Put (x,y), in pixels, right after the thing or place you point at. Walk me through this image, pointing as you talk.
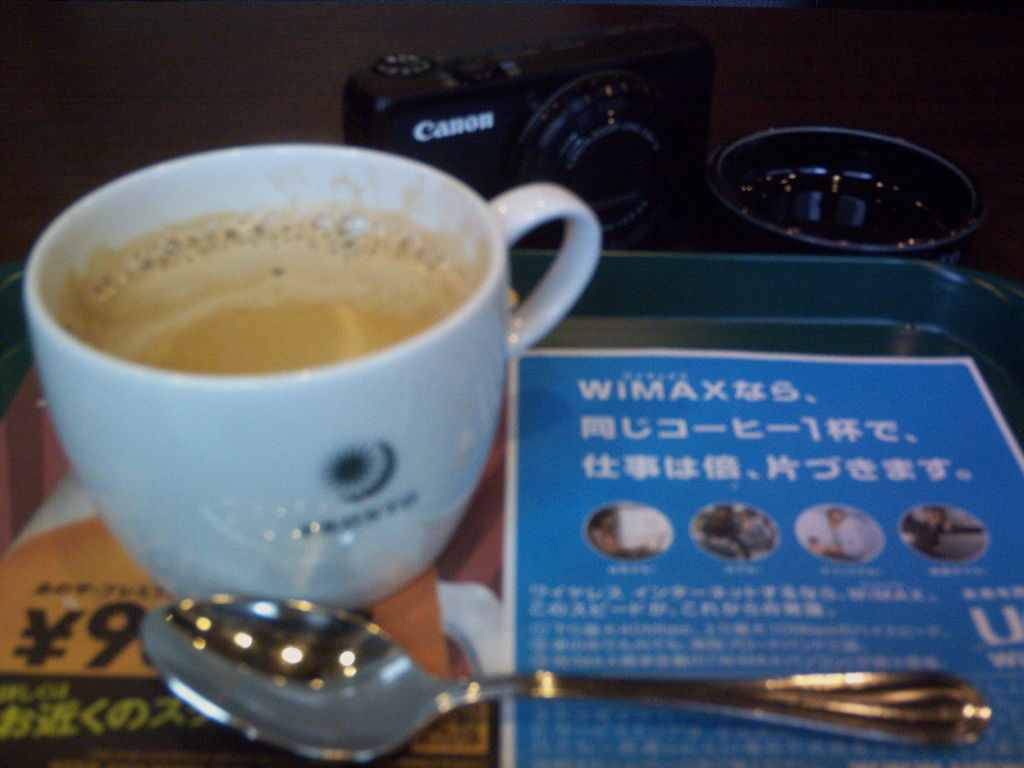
In the center of the image (590,287) we can see a camera (588,156), one black color object (848,211) and one tray (855,353). In the tray (869,348), we can see pamphlets (568,576), one spoon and cup (425,504). In the cup (229,203), we can see some liquid (279,288). And we can see the dark background (168,86).
